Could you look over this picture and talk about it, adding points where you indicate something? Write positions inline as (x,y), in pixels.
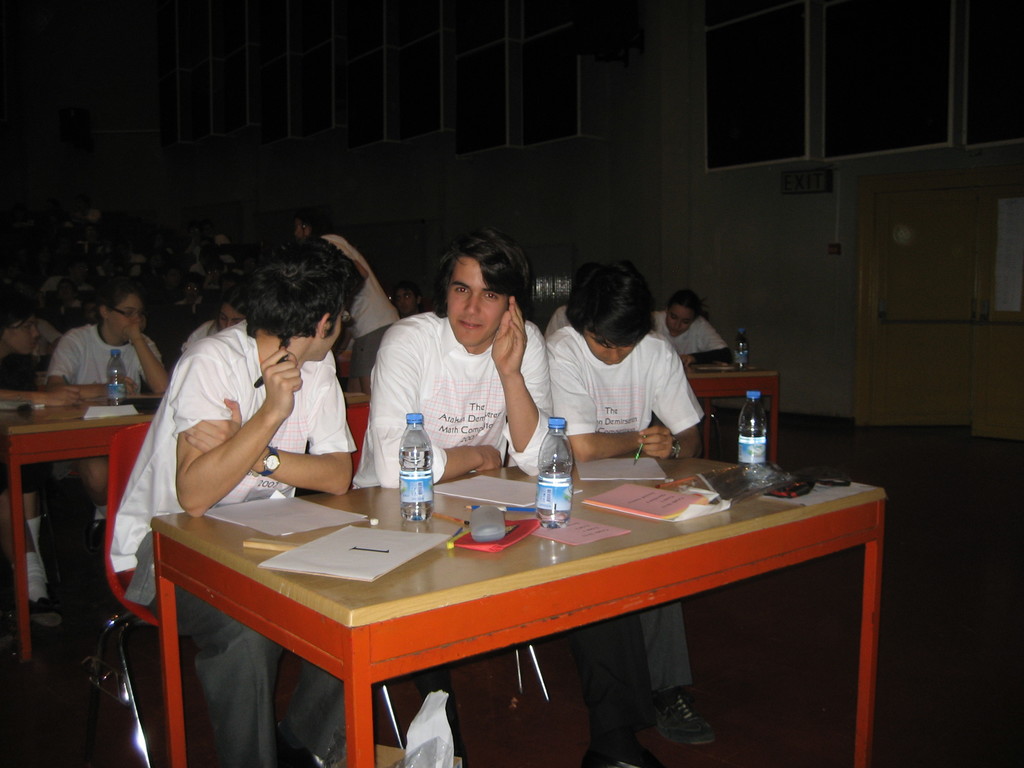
As we can see in the image there is a wall (664,191), window (708,134), few people (698,325) sitting over chairs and a table (500,611). On table (417,594) there are papers (275,517), books (382,554) and bottles (553,438).
